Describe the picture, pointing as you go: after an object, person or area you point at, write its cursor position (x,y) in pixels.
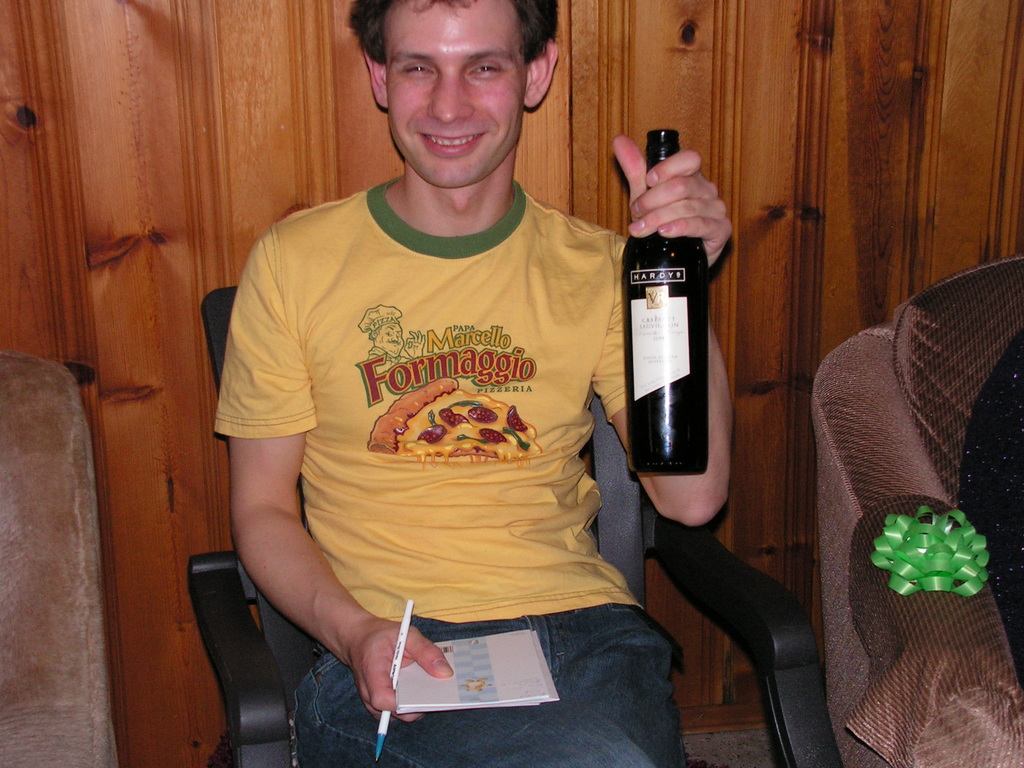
As we can see in the image there is a man (398,515) sitting on chair (236,602) and holding black color bottle (650,370), book (433,682) and pen (380,721) in his hands (379,679) and on the right side (971,313) there is sofa (947,480).
